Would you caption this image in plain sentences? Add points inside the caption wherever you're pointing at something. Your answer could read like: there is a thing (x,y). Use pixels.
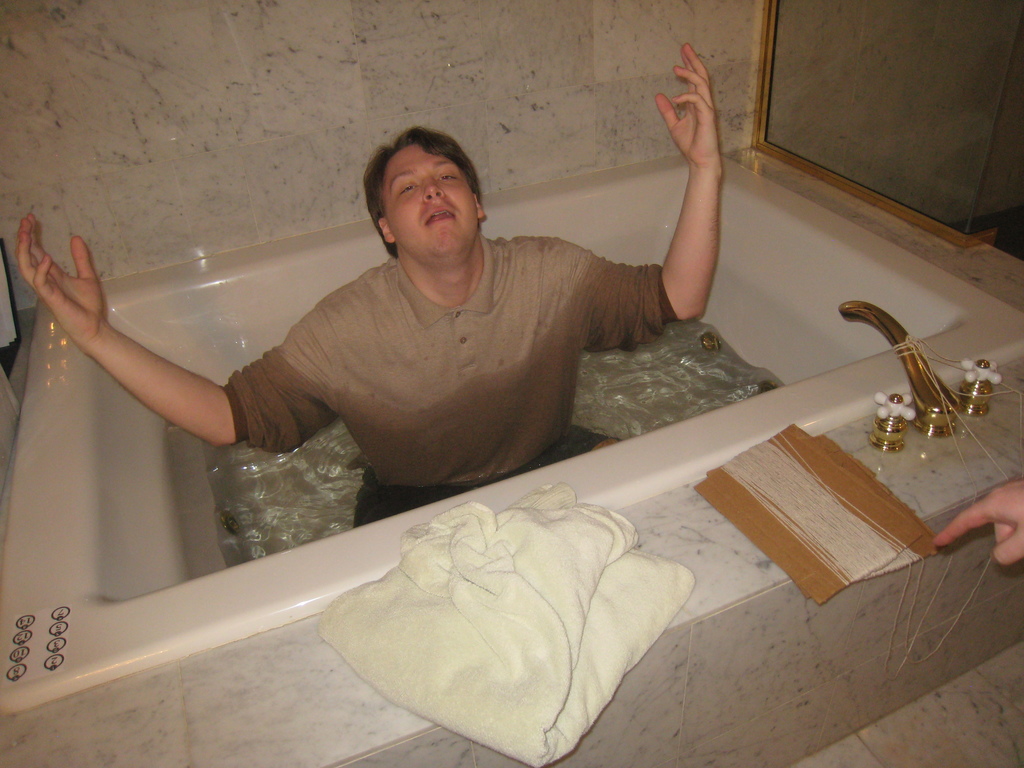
In this picture there is a man (251,417) wearing brown color shirt (499,320) sitting in the white color bathtub (166,533). In the front (360,645) we can see a white towel (508,583) and golden color taps (899,441). In the background (612,115) there are some white color cladding tile (388,107).
